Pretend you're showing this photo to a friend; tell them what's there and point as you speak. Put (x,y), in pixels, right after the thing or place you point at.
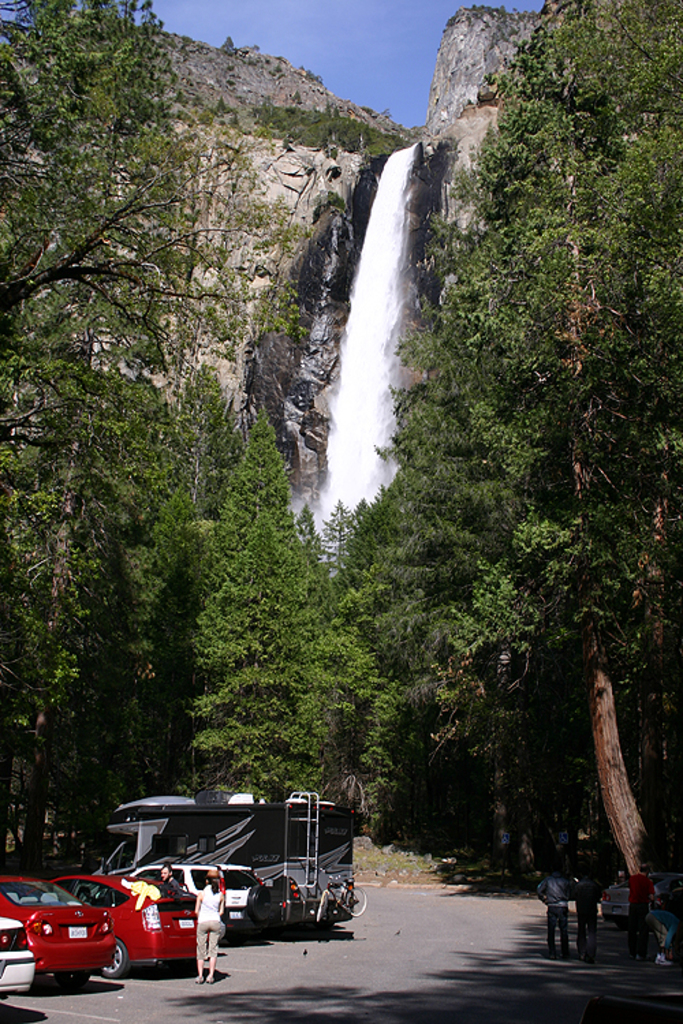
In this image at the bottom (212,951) we can see some vehicles (341,829), people (209,953) and we can see some trees (433,812) on either side of the road (398,894) and in the middle (322,490) we can see waterfall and in the background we can see the sky (388,56).
